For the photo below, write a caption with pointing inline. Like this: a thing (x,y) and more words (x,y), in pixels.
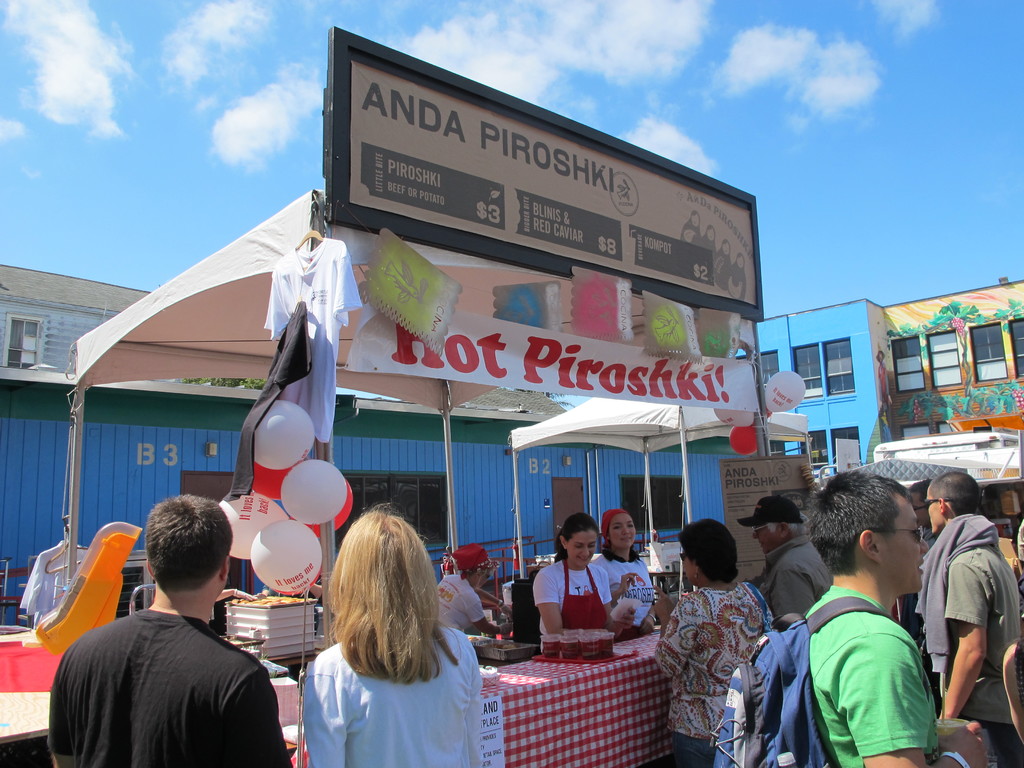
In this image there are buildings (12,397), in front of the building (27,388) there are stalls (436,387) and there are a few people (420,648) standing in front of the stalls (503,664), there is a table (635,639) with some stuff (564,641) in the stall (605,632) and there few people (542,583) standing and there are few balloons (277,473) and banners (367,293) are hanging on the rod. In the background (734,14) there is the sky (643,23).
